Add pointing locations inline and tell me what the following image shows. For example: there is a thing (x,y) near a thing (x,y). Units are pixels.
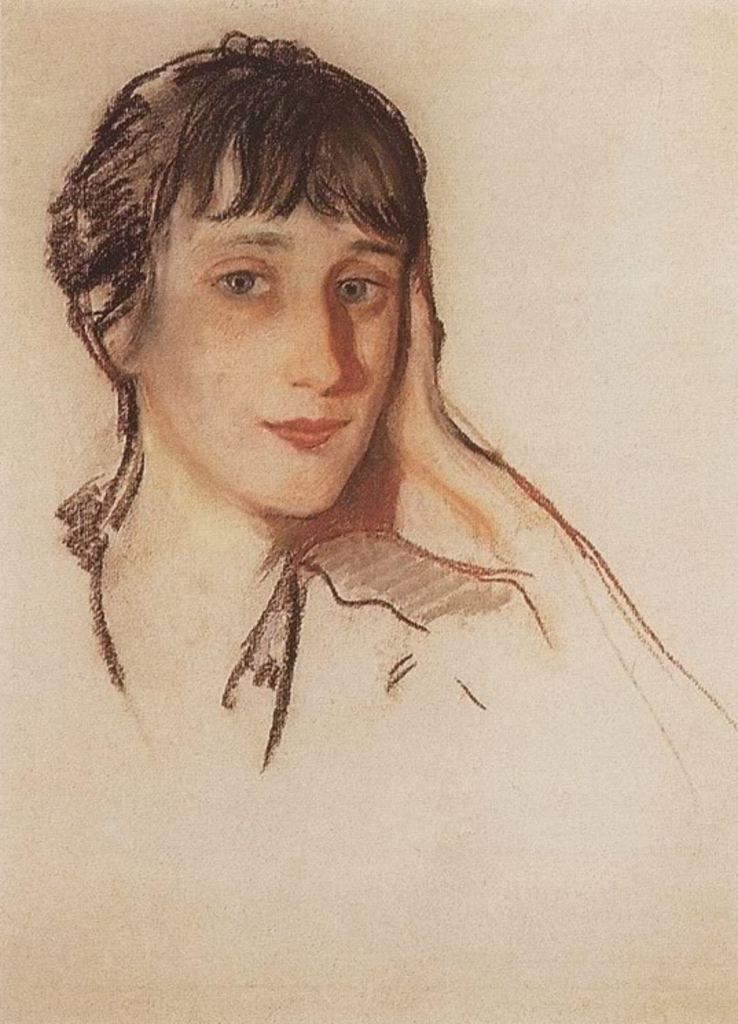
In this image I can see the art (311,559) of the person (488,550). I can see the cream color background (597,349).
